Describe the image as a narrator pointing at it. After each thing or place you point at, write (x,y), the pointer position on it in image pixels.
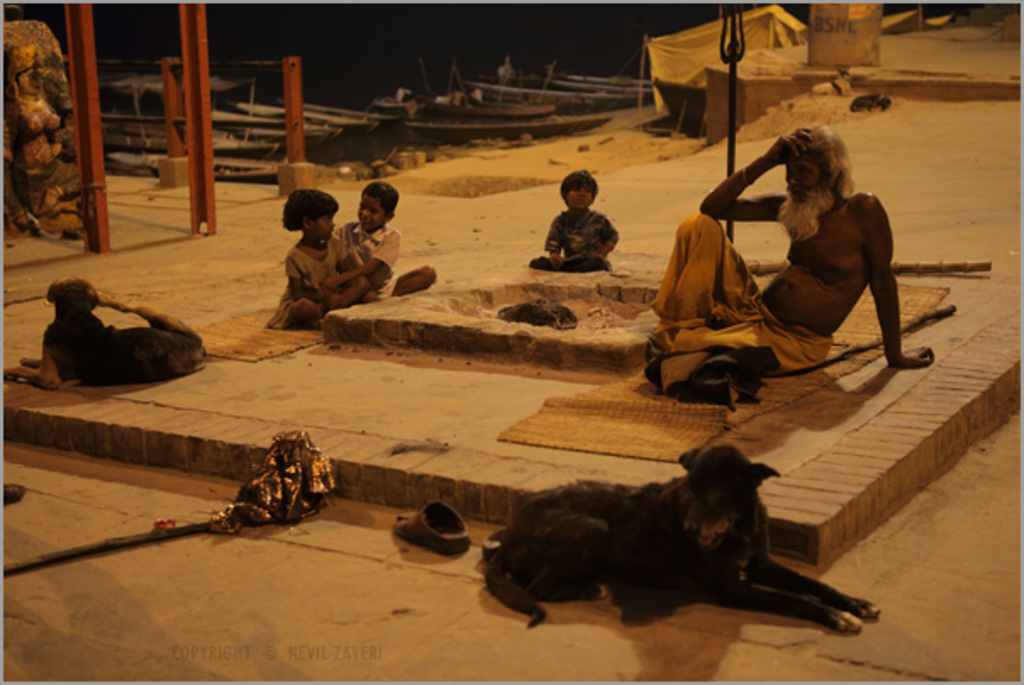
In this picture I can see a man (845,245) and kids (312,280) are sitting on mats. I can also see two dogs (591,559) are sitting on the ground (483,530). In the background (708,139) I can see boats (560,114) and some other objects (439,541) on the ground (475,557). On the left side (91,152) I can see red color poles (105,172).
